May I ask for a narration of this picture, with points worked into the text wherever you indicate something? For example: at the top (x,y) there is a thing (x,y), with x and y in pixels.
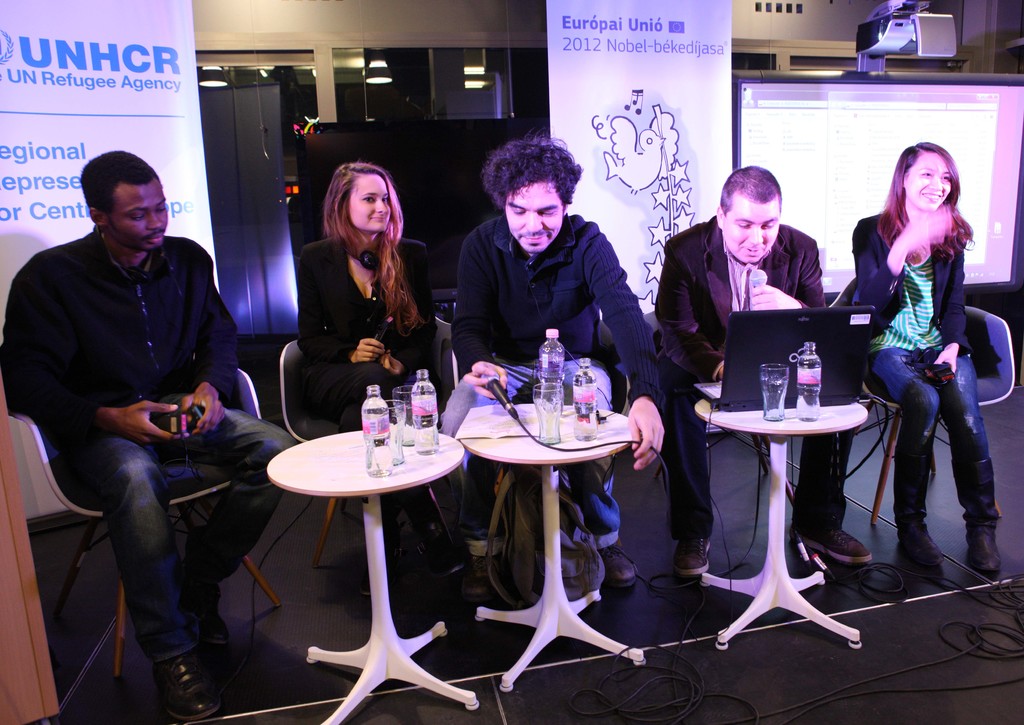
This is the image where five people (665,299) are sitting among them two are women (383,228) and three are men (160,242). In front of them there is three tables (409,458) where few bottles (424,398) and glasses (773,399) are placed. Right side (748,254) second man is holding a mic (765,286) in his hands (756,300) and looking at the laptop (744,350) in front of him. There are two banners (35,124) or posters (53,100) in the background (654,92) and also a projector screen (832,142).
